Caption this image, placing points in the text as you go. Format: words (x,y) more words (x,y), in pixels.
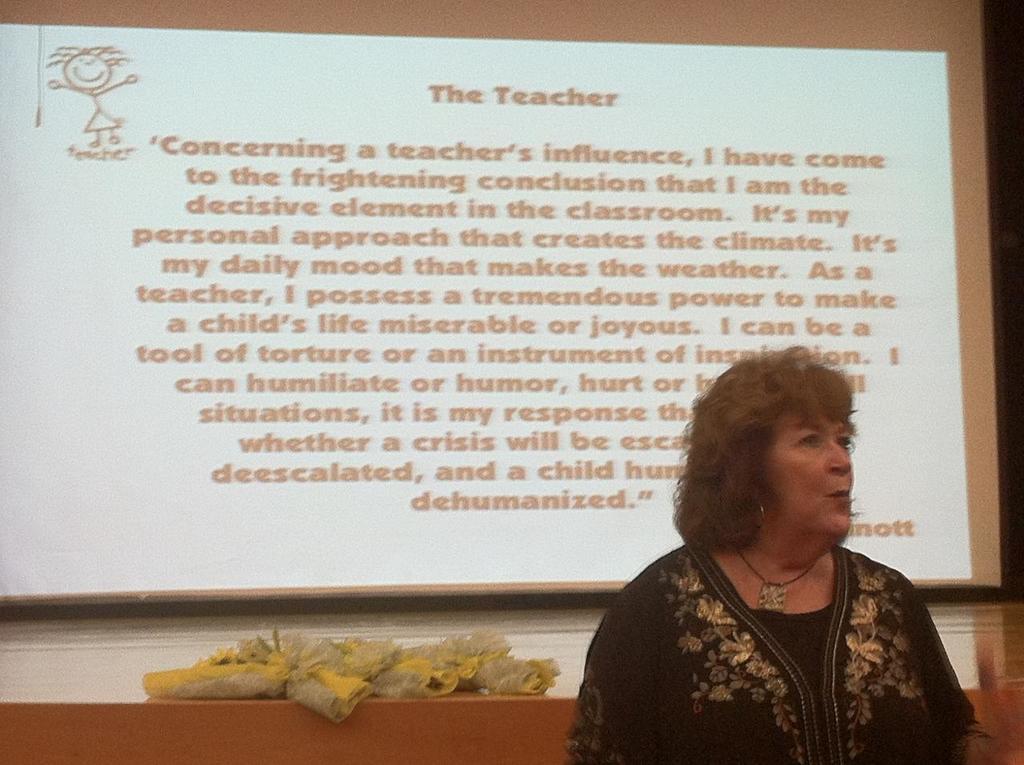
In this picture I can see a woman (755,620), behind there is a screen (376,218) on the board (344,298).
